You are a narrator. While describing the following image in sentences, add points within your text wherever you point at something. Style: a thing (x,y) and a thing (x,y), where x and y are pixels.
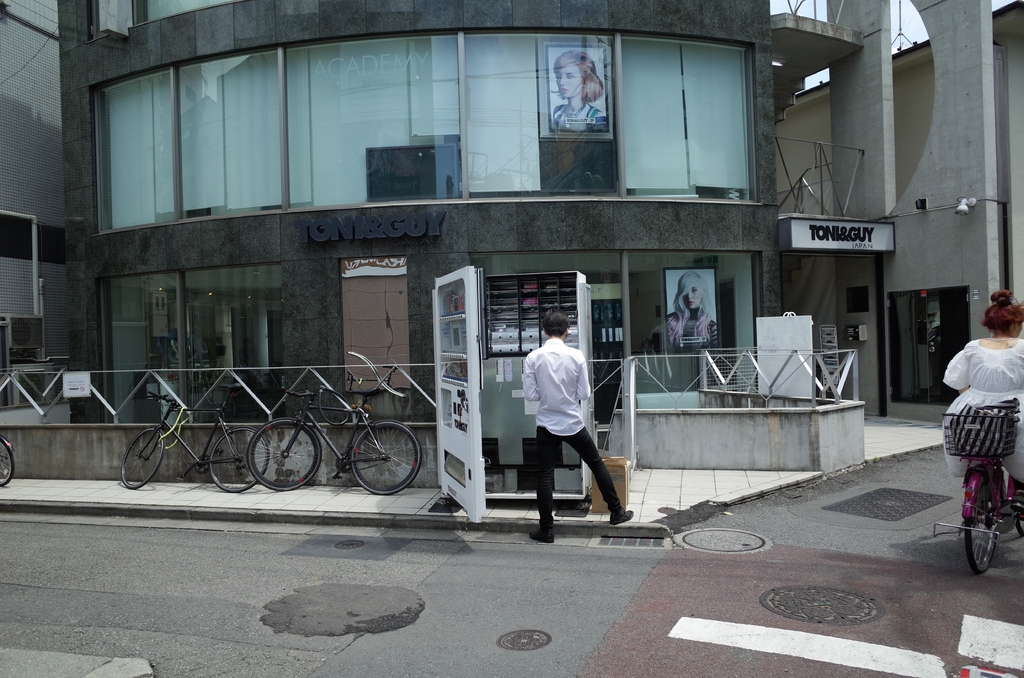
This is a road (933,493). Here we can see one woman (956,409) riding a bicycle (977,515). We can see one man (564,372) standing near to a booth (476,379). we can see few bicycles (151,459) here near to the store (658,241).
